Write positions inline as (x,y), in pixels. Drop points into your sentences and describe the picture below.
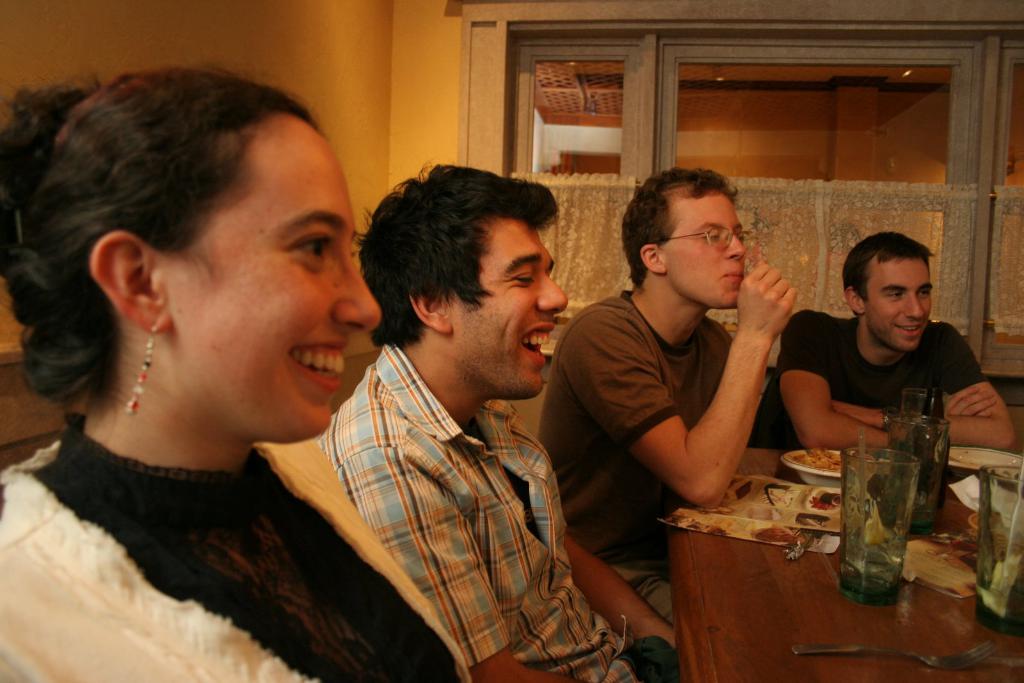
In the image we can see three men (581,406) and a woman (298,530) sitting, they are wearing clothes (399,558) and they are smiling. The woman (196,405) is wearing earrings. In front of them there is a table (766,609), on the table (768,608), we can see glass (872,524), plate (816,474) and food (828,459) on the plate (810,453), and a fork (890,653). Here we can see glass window (735,126) and a wall (273,42).
